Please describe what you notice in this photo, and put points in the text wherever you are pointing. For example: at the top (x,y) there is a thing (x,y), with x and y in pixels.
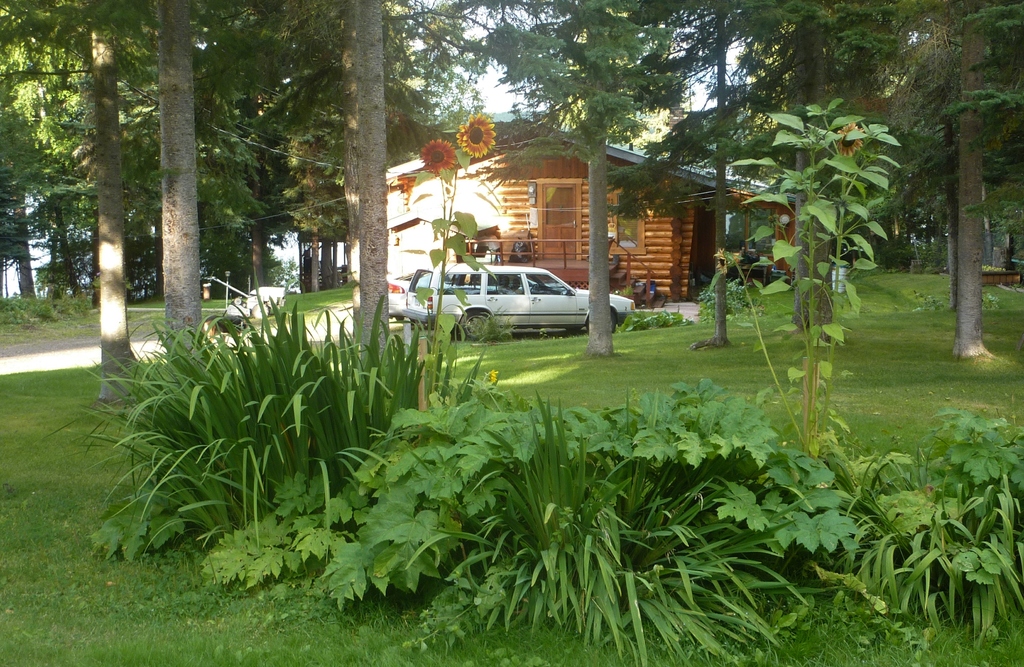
In this image in the foreground (534,489) there are plants (515,489), trees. In the background (400,285) there are building (544,229), cars (412,283), trees (145,206). This is a path (60,349). These are flowers (442,154). On the ground (34,644) there is grass (75,500).
